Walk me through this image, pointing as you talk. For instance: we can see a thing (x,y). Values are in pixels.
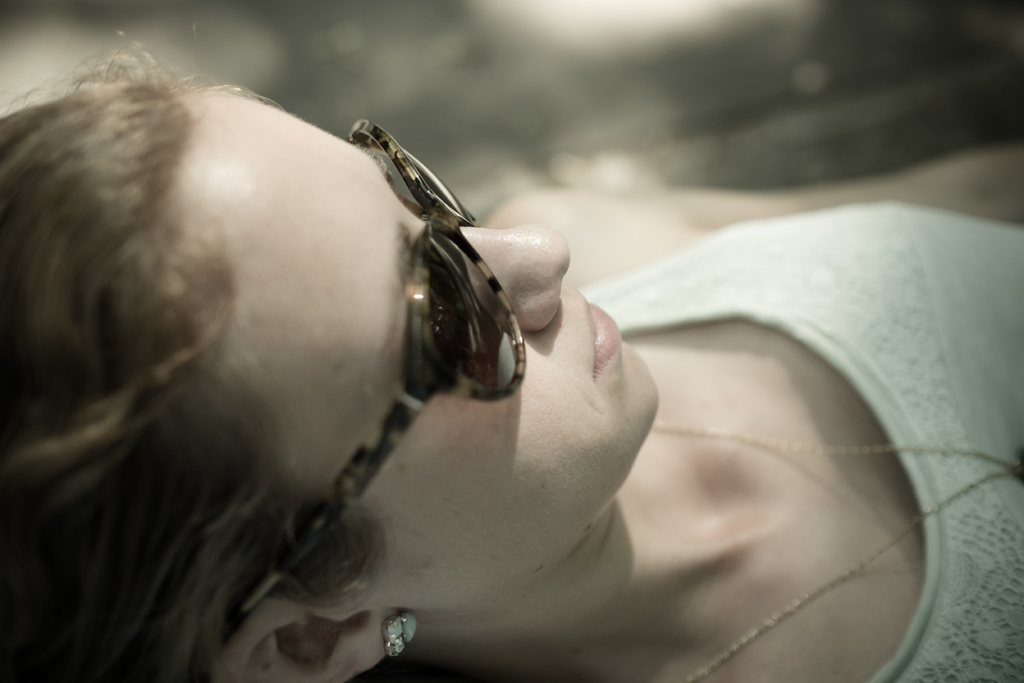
In this image, we can see a woman (265,529), she is wearing goggles (415,307).
